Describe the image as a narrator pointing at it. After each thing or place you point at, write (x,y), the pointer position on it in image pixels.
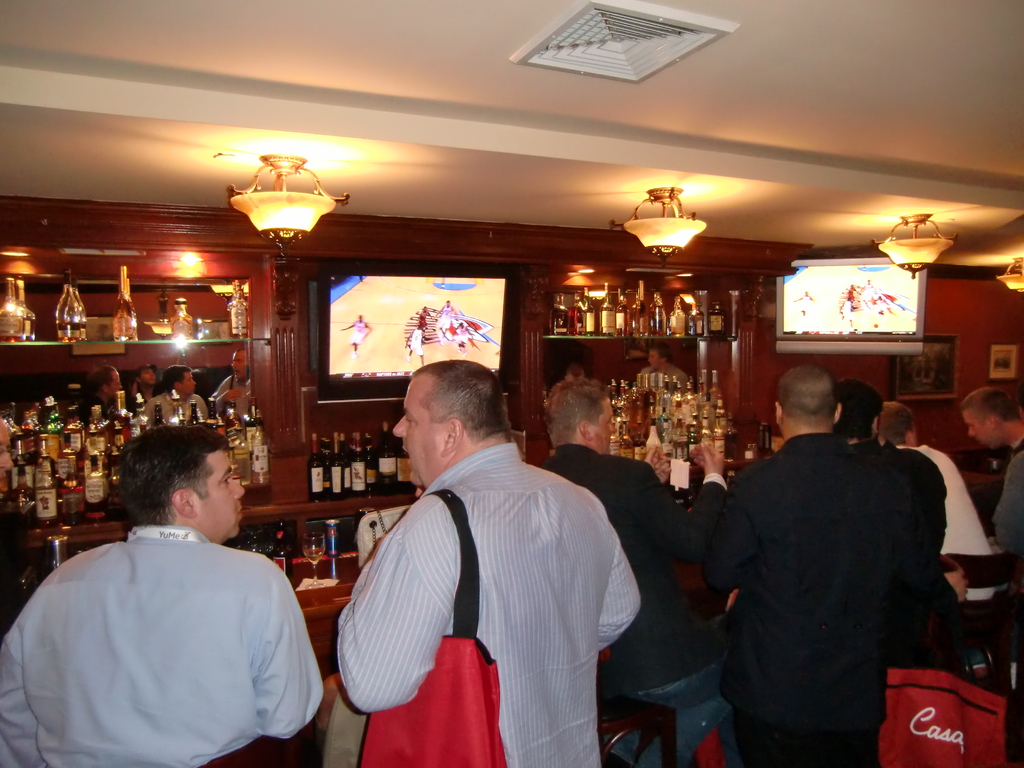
In this picture we can see some people (785,623) standing in the front (437,643), in the background (258,372) there are some racks (263,379), we can see wine bottles (134,331) present on the racks (676,338), there are two screens (842,302) here, we can see lights (905,248) at the top of the picture (932,247), this man (614,571) is carrying a bag (452,679).
